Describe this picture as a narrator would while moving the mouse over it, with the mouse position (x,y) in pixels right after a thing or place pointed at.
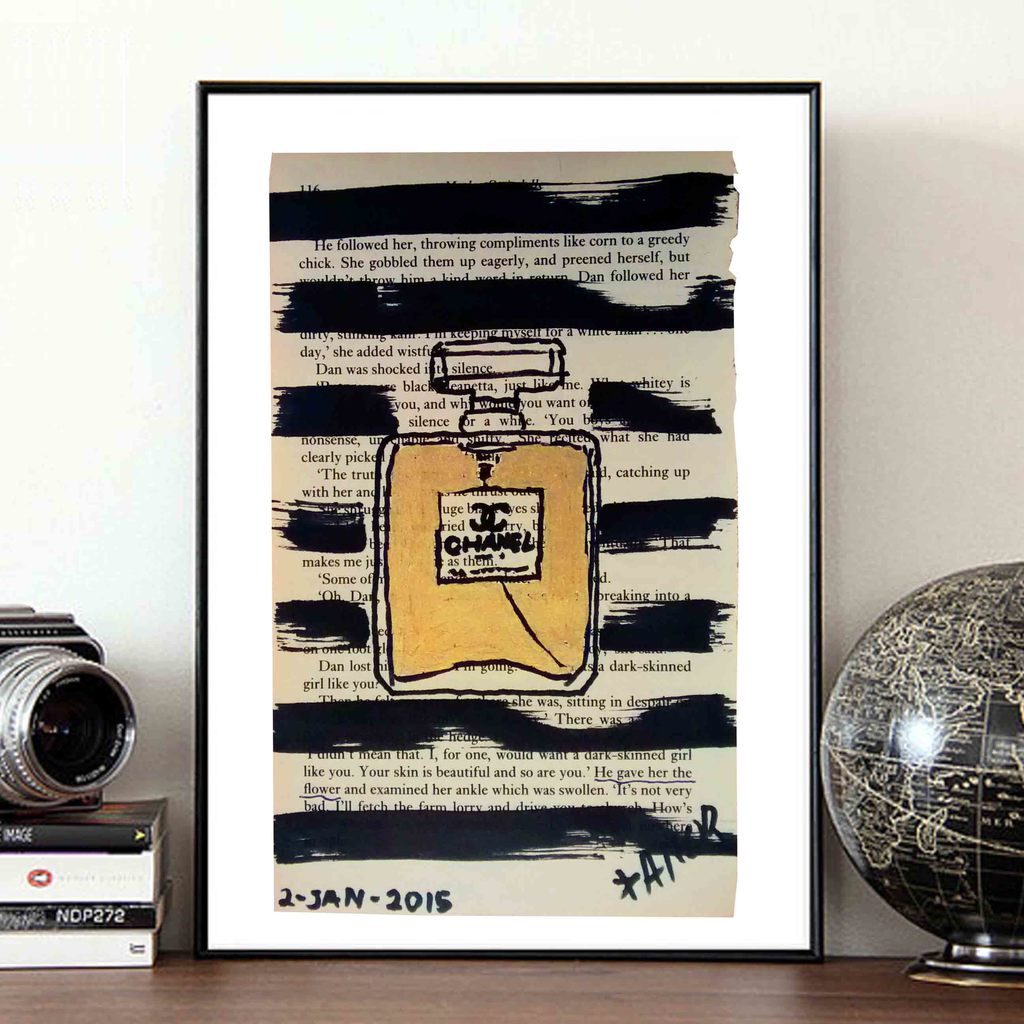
This is a frame (495,251) on which the words (624,257) are printed even the date (356,895) is written on the paper (384,900) framed. This is a world map (917,757), books (86,818) and camera (64,799).
